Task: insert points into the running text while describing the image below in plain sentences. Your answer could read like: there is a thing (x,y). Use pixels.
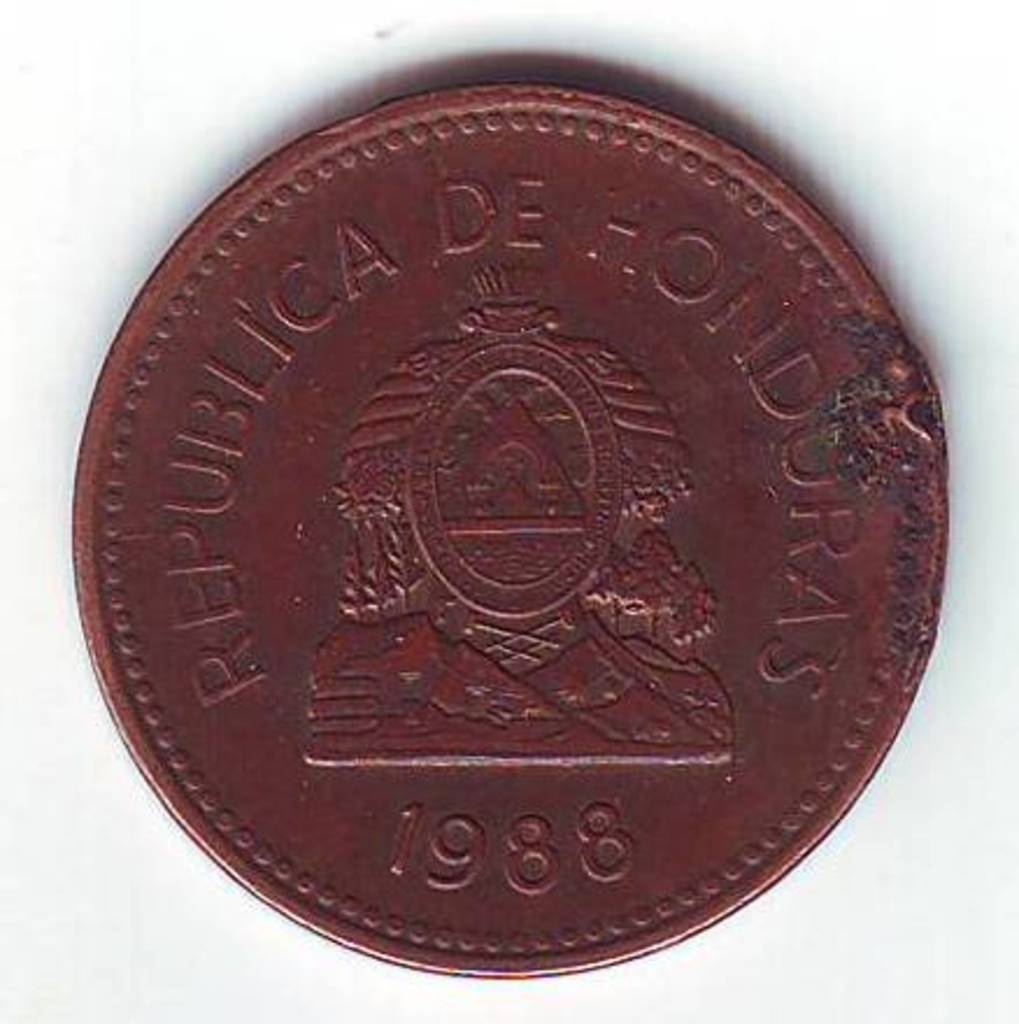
In this image I can see a white colored surface (130,115) and on it can see a coin (608,759) which is brownish red in color and on the coin (671,423) I can see the number 1988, few words (519,246) and a symbol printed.
